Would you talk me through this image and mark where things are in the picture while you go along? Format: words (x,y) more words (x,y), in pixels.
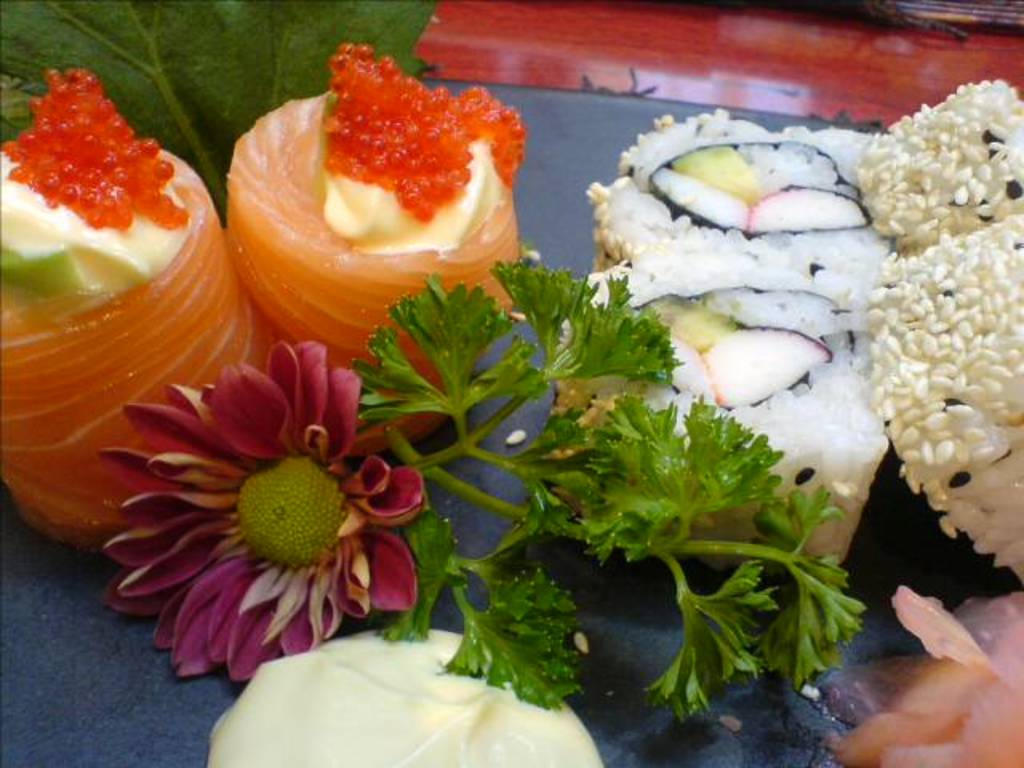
In this image there is a flower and a food items (561,409) on the table (677,50).
